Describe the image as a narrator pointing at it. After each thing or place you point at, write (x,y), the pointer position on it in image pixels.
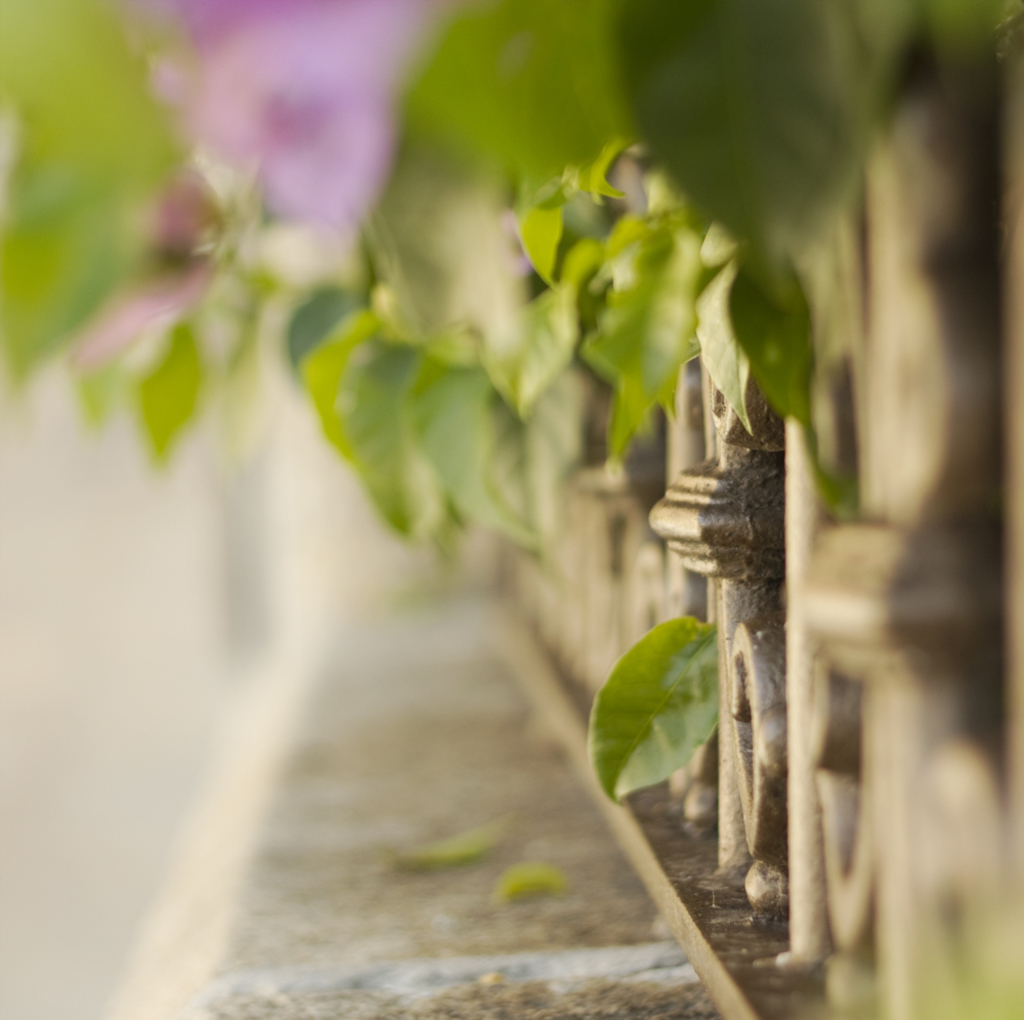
In the image in the center (515,508) we can see fence (838,577), tree (325,402) and wall (493,680).
